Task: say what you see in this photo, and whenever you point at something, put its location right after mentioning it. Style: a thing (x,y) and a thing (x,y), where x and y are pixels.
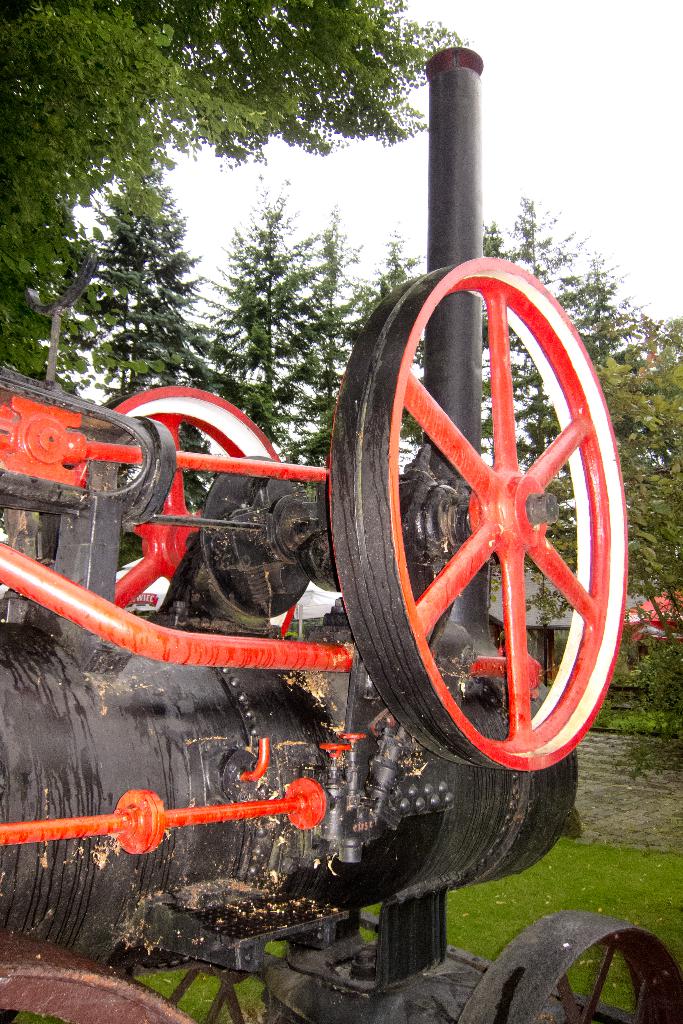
In the center of the image (372,354), we can see a vehicle (315,499) and in the background (336,222), there are trees (384,22) and there is a shed (562,642). At the bottom (596,884), there is ground (614,882).
